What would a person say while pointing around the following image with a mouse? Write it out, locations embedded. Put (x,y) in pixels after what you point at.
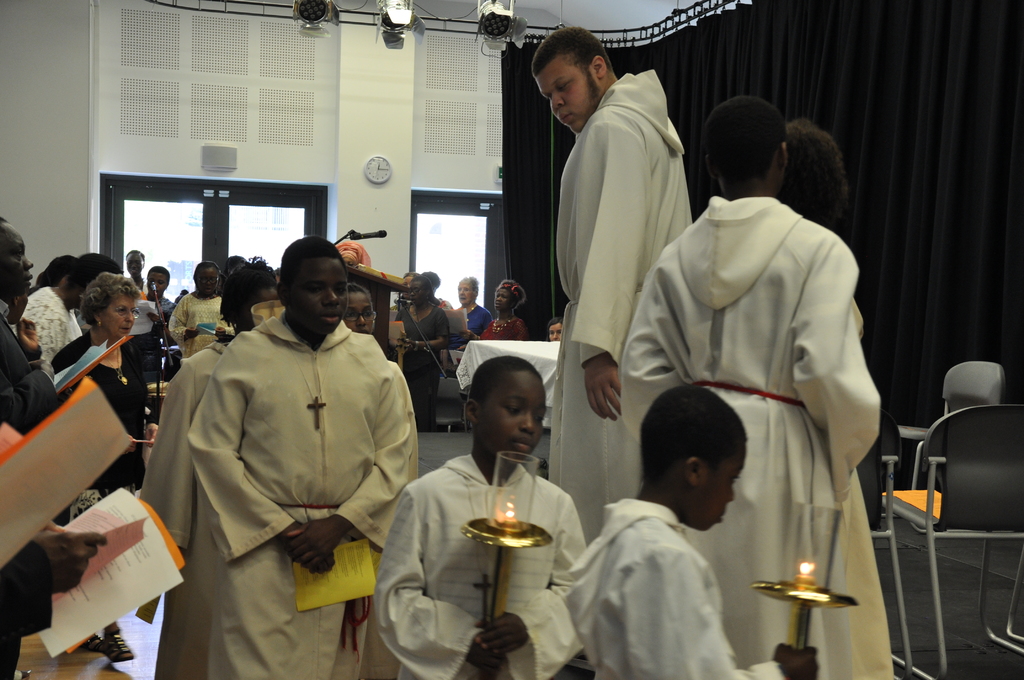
In the foreground of the image (727,622) there are two kids (464,513) wearing white color dress (450,558) holding candles (471,531) in their hands (485,662). In the background of the image (134,267) there are people (216,306). There is wall (83,234). There are windows (210,207). There is a clock (387,173) on the wall (344,167). To the right side of the image (803,19) there is a black color curtain (947,219). There are chairs (889,462).
